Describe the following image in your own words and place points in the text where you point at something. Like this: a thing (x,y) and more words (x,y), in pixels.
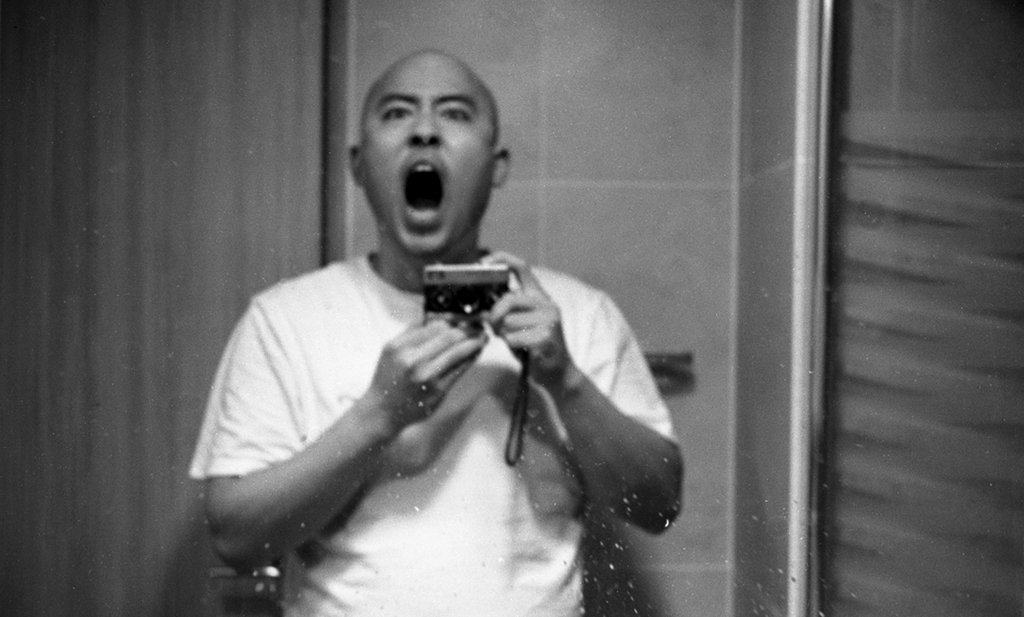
This is a black and white picture. In a mirror (700,112) we can see the reflection (480,595) of a man (520,533) with a weird expression and he is holding a camera (478,322). We can see the wall (568,256) and on the right side (870,530) it seems like a door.
